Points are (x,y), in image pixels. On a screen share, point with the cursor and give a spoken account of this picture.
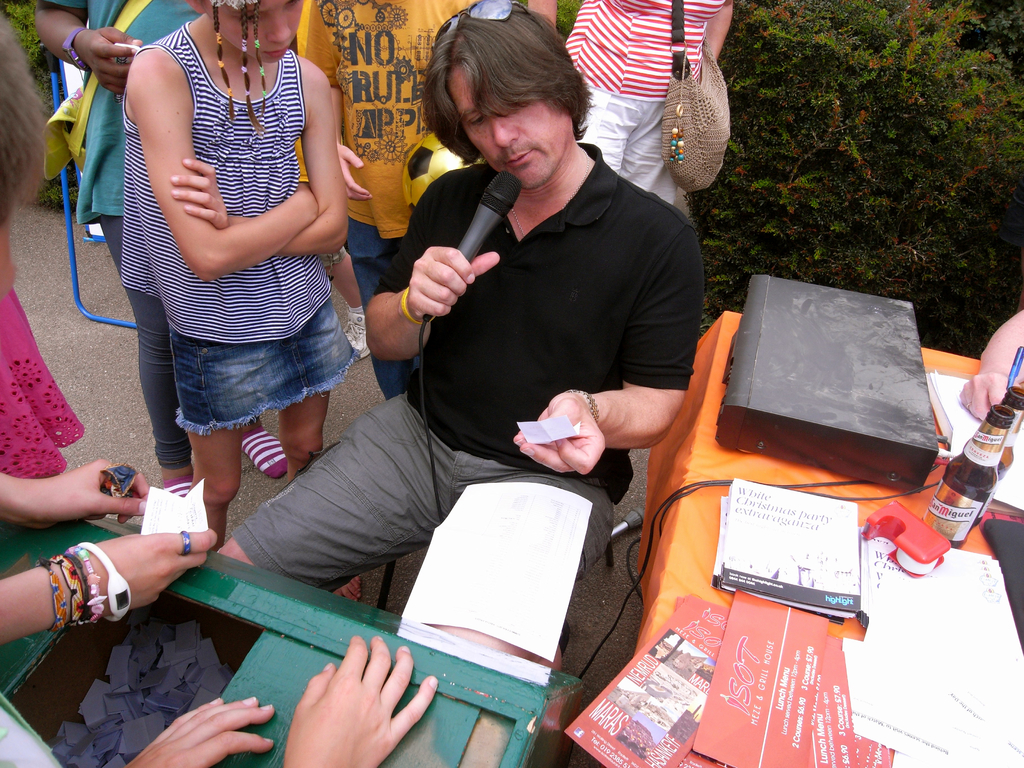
In this image at the right side (719,460) there is a table (761,458) and on top of it there are two bottles (978,465), books (816,574) and papers (741,677). Beside the table (680,516) there is a person (512,447) sitting on the chair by holding the mike (491,215). Behind him there are few other people (303,96) standing on the road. In front of them there is another table (332,653). On the backside (762,166) there are plants (863,131).
